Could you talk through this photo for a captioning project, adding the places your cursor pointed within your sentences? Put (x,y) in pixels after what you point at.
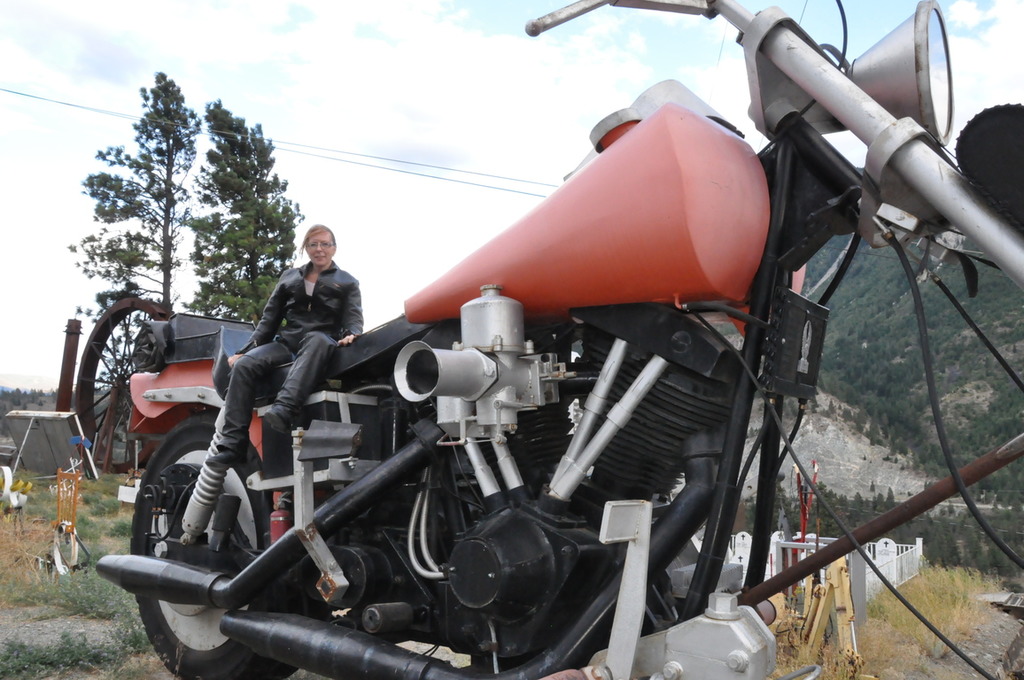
In this picture there is a woman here sitting over the motorcycle (635,366) and in the backdrop (298,84) there are trees (202,177) and sky (438,56) is cloudy.
